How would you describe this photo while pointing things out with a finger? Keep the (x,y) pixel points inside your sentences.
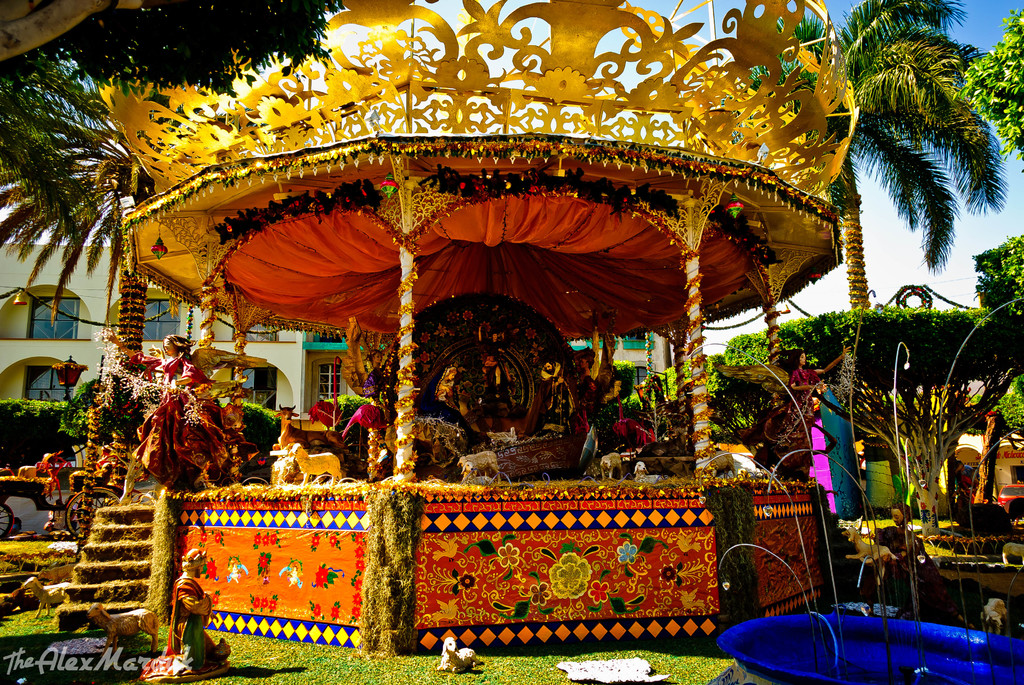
In the foreground of this image (305,472), there are decorations (399,481) to a shelter (613,248) under which there are few toys (622,457) and an object (912,653) on the right side (959,645). In the background (916,372), there are trees (883,348), a building (91,301) and the sky (891,253).
